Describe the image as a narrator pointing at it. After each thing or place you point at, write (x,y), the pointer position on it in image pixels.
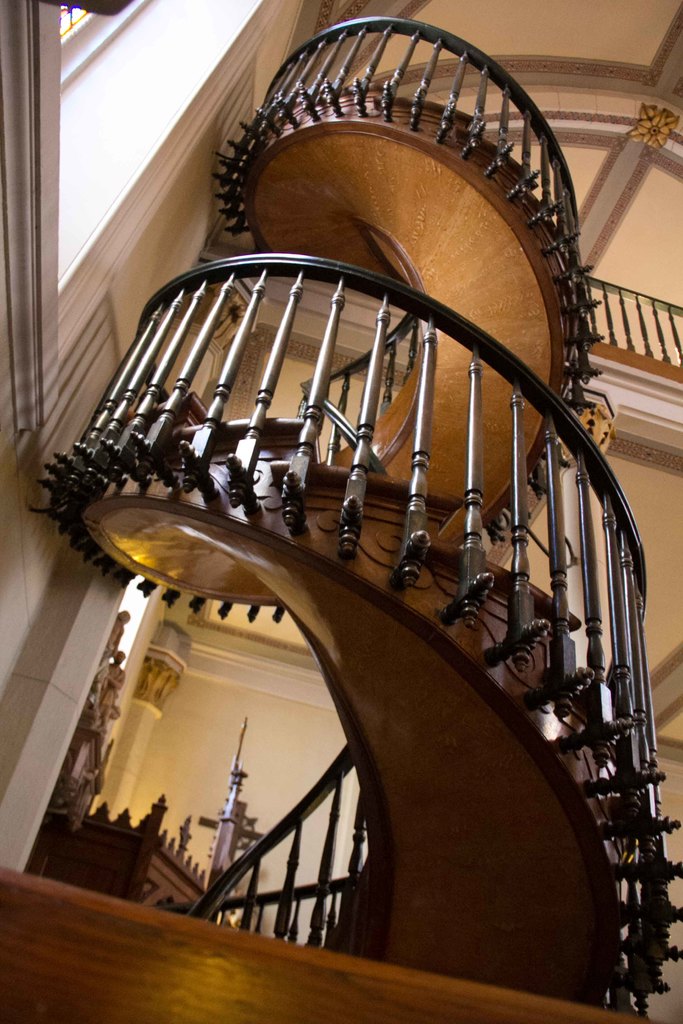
In this image I can see the building (135,216) which is cream in color and I can see the staircase (460,780), the railing (419,459) and the brown colored surface (187,966).
